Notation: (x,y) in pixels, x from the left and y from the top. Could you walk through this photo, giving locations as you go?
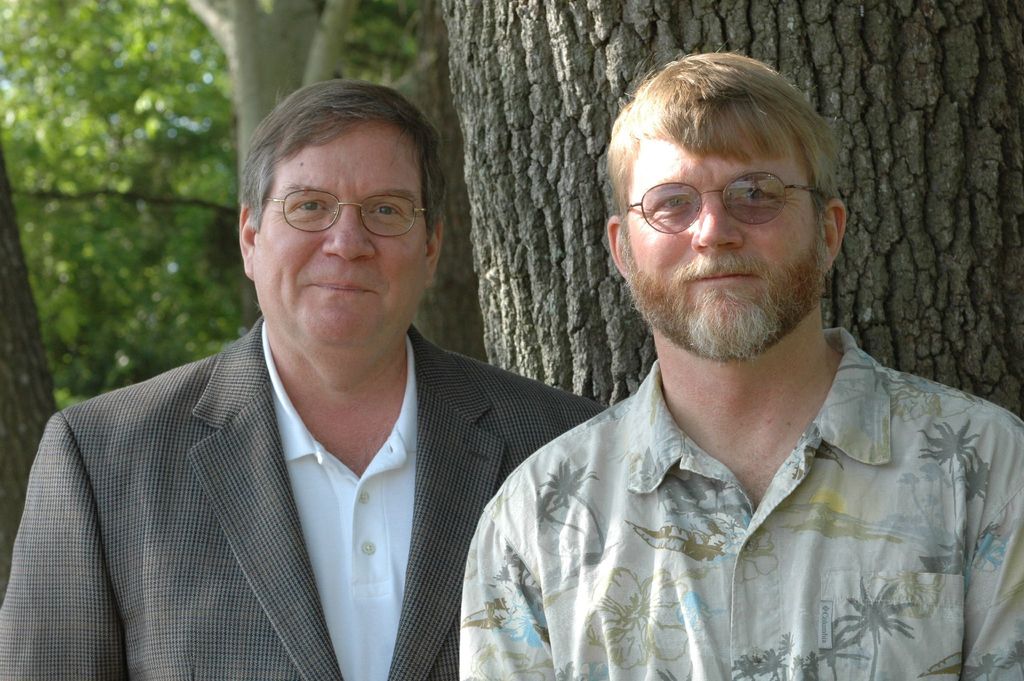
In this image we can see two men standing wearing the spectacles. On the backside (585,234) we can see the bark (533,183) of the trees (545,252) and some trees (208,191).
